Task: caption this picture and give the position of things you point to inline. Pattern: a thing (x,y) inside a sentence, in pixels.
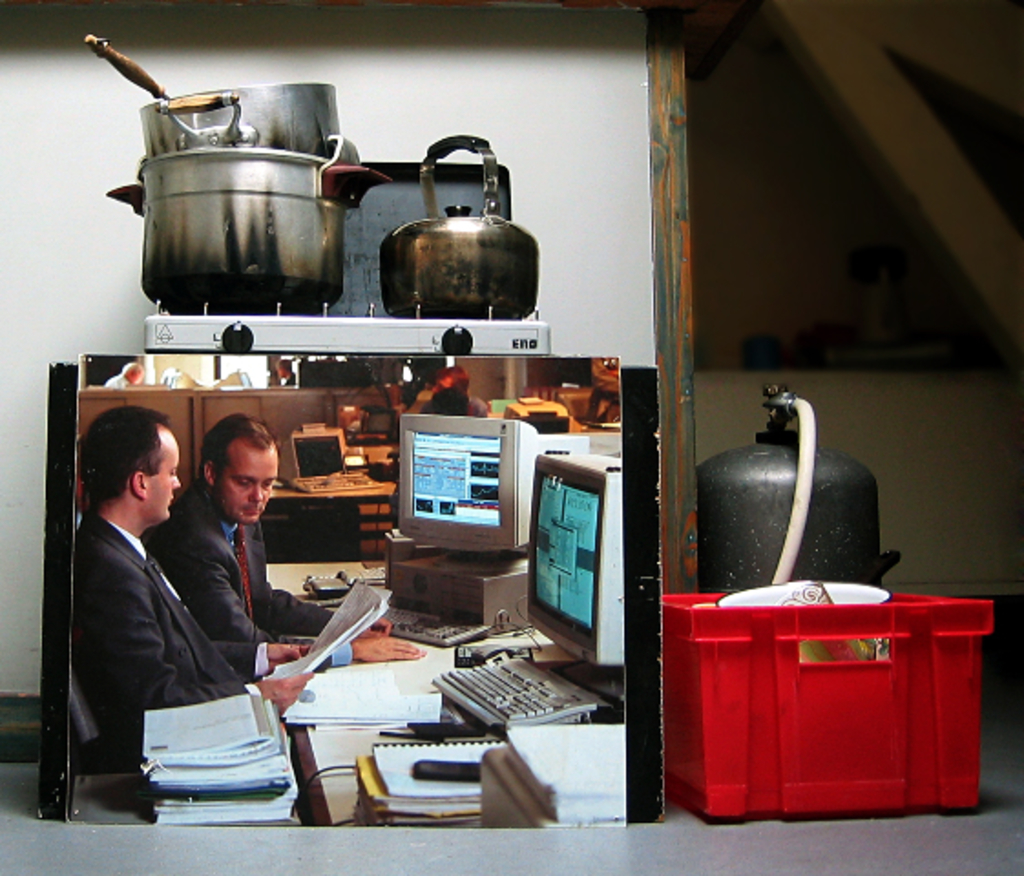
In the picture I can see a sheet (373,654) which has an image (279,549) of few persons (252,574) sitting and there is a table (447,648) in front of them which has desktops (500,571) and some other objects (483,678) on it and there is a stove (325,321) above it which has few kitchen utensils (311,221) placed on it and there is a red color container (861,696) and some other objects (835,536) in the right corner (830,553).
